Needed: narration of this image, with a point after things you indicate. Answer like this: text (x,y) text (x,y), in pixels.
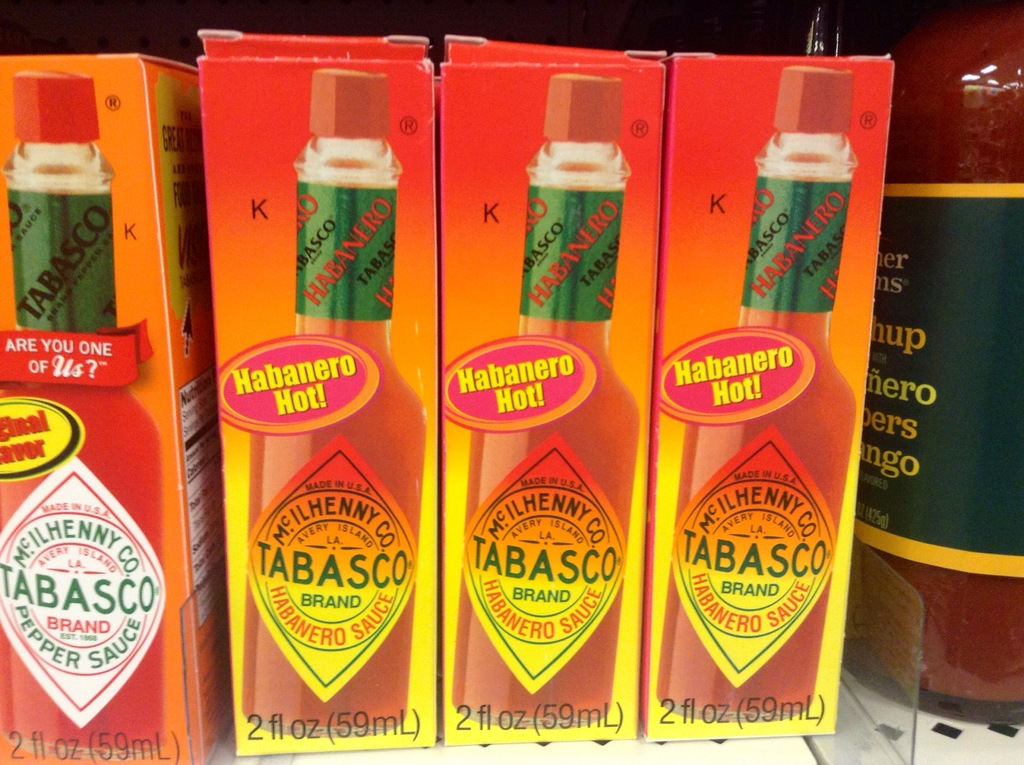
In the image we can see there are sauce bottle boxes (227,344) kept on the rack (877,585) and there is another sauce bottle (991,499) kept on the other rack (942,756). On the sauce bottle boxes (561,585) it's written ¨ Tabasco Brand¨.
